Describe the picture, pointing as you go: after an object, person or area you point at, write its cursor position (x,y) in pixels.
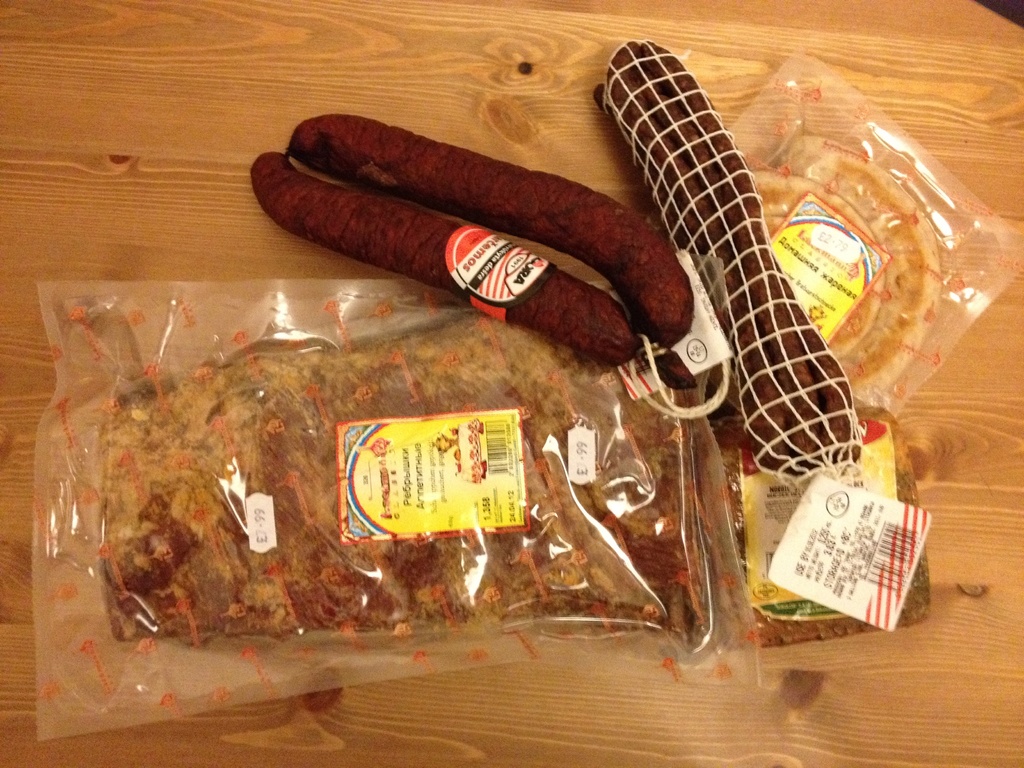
In this image I can see sausages (566,230), food packets (725,445) and covers (870,240) kept on the table (428,76). This image is taken in a room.
